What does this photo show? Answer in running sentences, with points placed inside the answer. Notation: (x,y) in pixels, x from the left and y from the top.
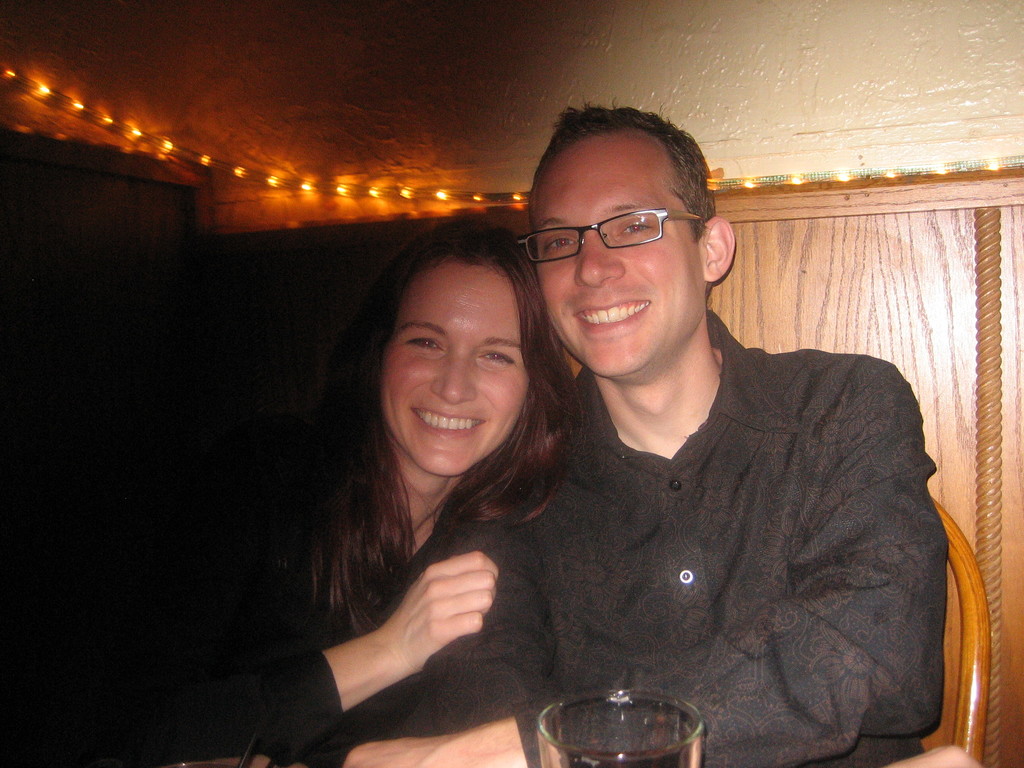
In this image I can see a person (776,552) wearing black colored shirt (757,511) and a woman (479,564) wearing black color dress (438,560) are sitting on chairs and I can see a glass (638,714) in front of them. In the background (857,272) I can see the brown colored surface (841,273) and few lights (249,180) which are orange in color.
